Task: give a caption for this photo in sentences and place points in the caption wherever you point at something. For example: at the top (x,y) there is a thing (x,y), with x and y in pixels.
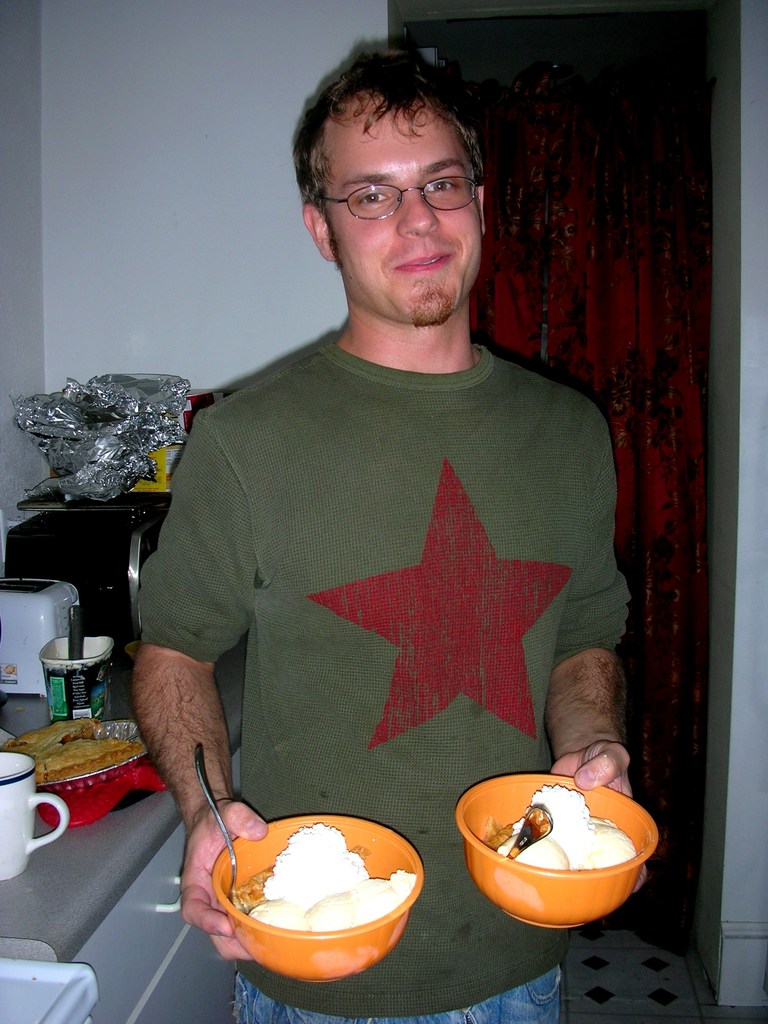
In the center of the image (453,472) there is a person (280,589) standing and holding a food (363,875) in bowls (388,921). On the left side of the image (144,553) we can see microwave oven (125,555), toaster (15,638) on countertop (40,895). In the background (75,86) we can see curtain (655,169) and wall (104,263).
